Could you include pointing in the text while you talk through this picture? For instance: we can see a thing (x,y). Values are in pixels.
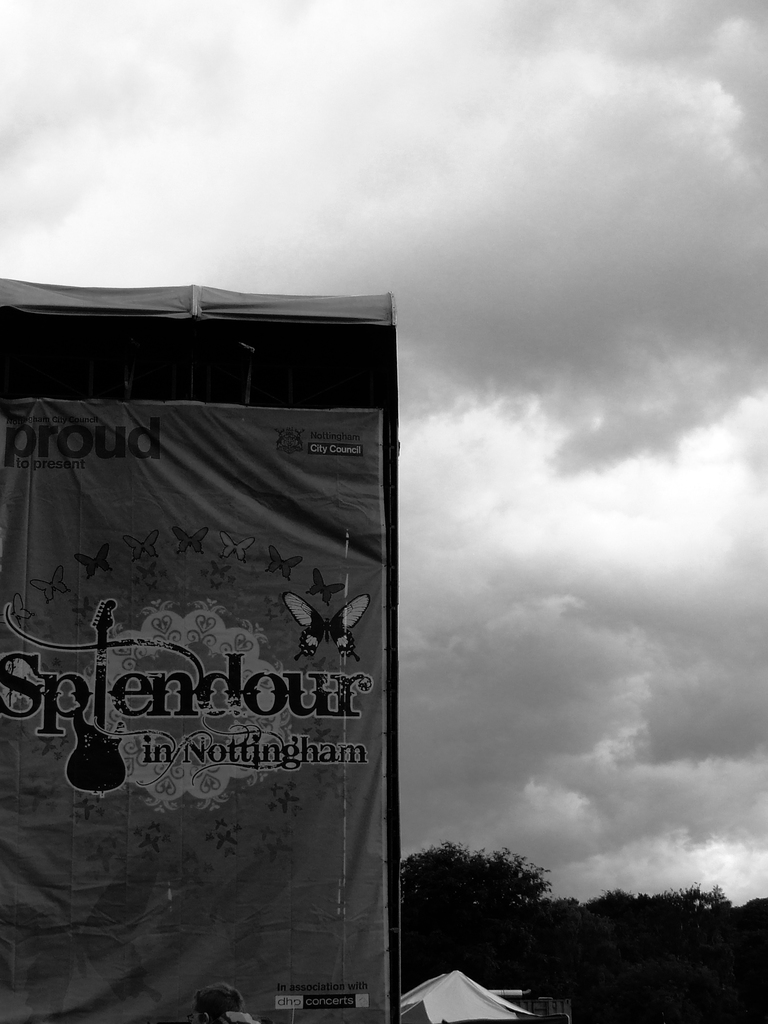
In this image in the left (209,485) there is a banner (209,462). In the background (508,969) there trees (508,969), buildings (464,1003), The sky (466,223) is cloudy.
